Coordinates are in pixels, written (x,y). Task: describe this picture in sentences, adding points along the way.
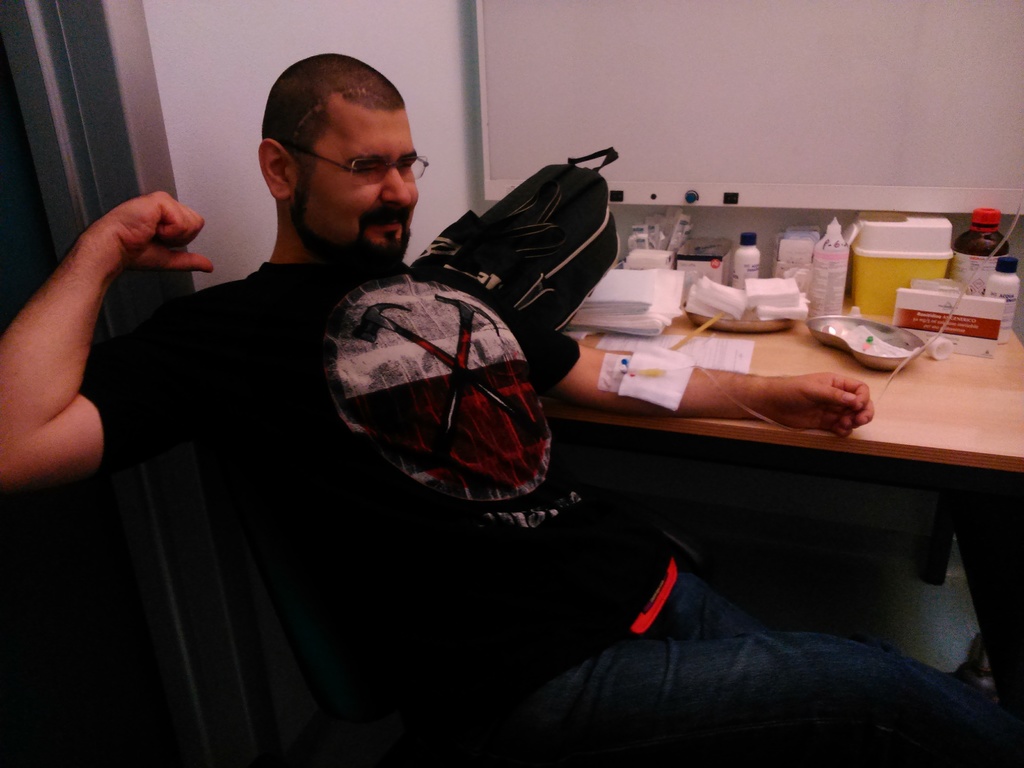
In this image we can see one man (615,672) sitting on the chair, one red color object (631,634) on the man's lap (680,578), one bag (513,268) on the table (782,342), some objects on the table (838,441), one whiteboard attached to the wall (430,34), one injection (626,369) with plaster (665,375) and wire (769,418) attached to the man's hand (697,380). Bottom of the image (357,655) is dark.
